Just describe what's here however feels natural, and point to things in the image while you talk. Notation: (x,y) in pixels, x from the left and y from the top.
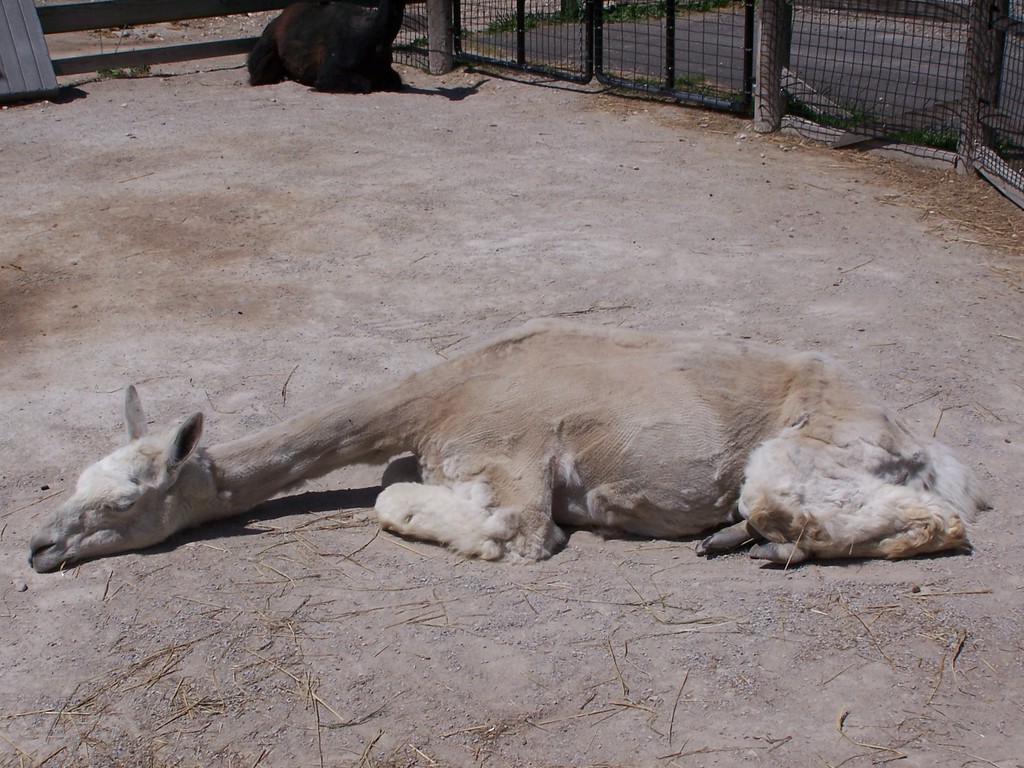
In this image we can see an animal (368,435) is lying on the ground (407,651) and in the background (305,11), we can see another animal (338,58), fence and the road (883,86).
